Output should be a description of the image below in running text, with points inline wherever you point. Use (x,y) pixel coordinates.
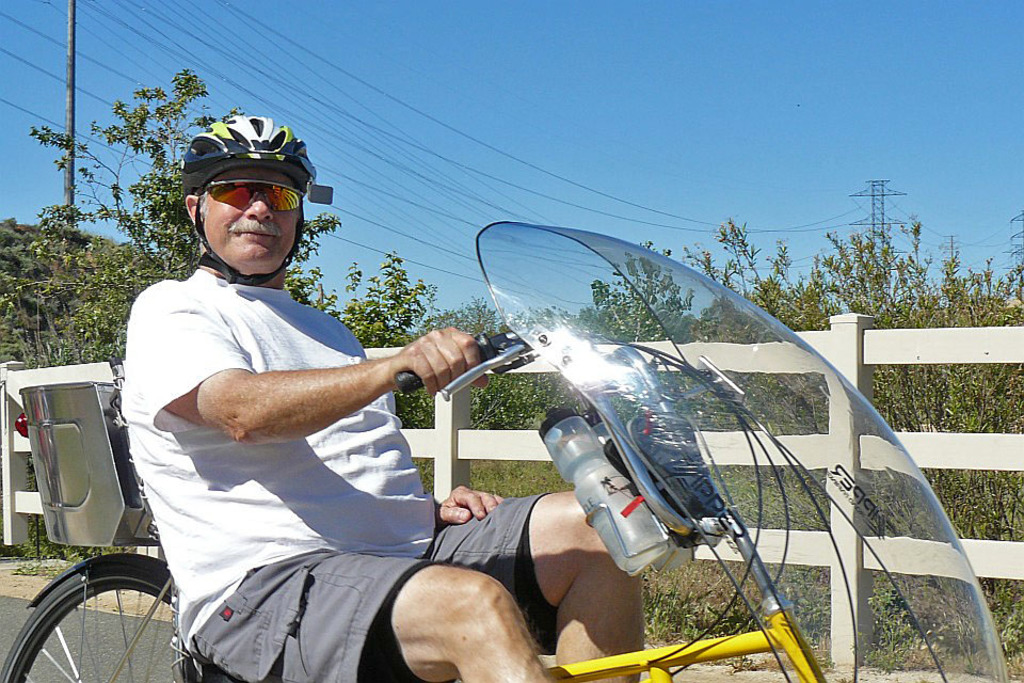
This image contains a person (390,369) on a vehicle (95,521) having bottle (664,539) in it is wearing goggles (217,191) and helmet (269,167). At the back side (950,578) there is a fence (12,532). Background of the image (462,309) is few trees (479,304), grass (495,461) and sky (586,193). Right side (881,253) there are few towers (953,256). Left side there is a pole (70,1).
